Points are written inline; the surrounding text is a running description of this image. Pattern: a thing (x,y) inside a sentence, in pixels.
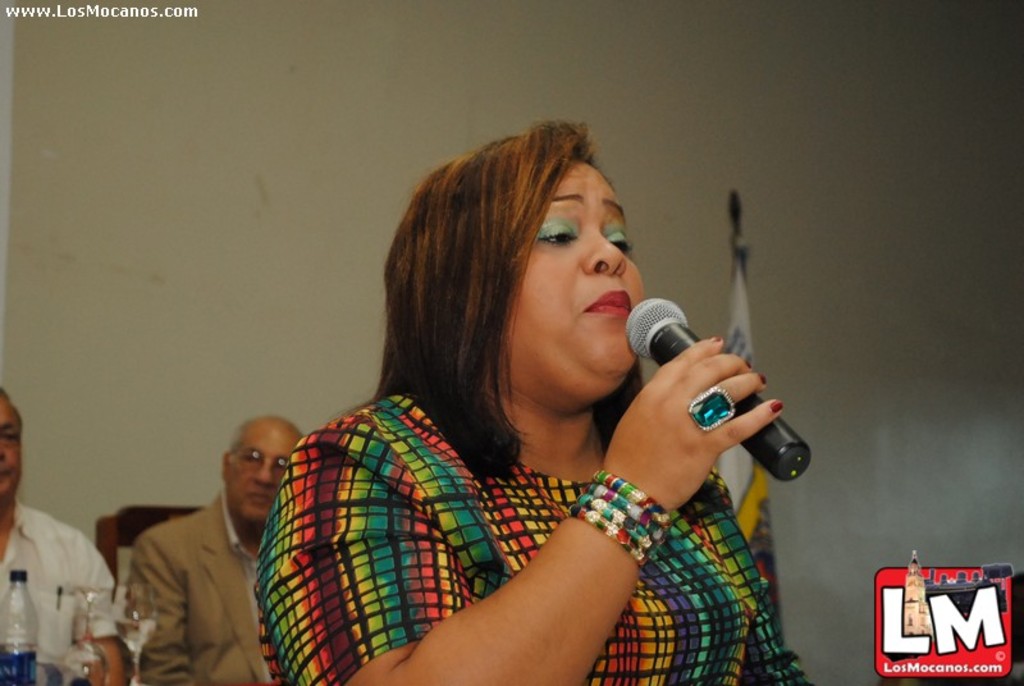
There is a lady (518,451) wearing bangles (627,492) and ring (701,426) is holding a mic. In the back (229,556) two persons (140,545) are sitting on the chair (127,528). In front of them there are glasses (80,640) and bottle (27,634). In the back (302,128) there's a wall (814,134) and a flag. Also there is a watermark (953,598) on the top left corner (113,10) and bottom right corner (961,645).
